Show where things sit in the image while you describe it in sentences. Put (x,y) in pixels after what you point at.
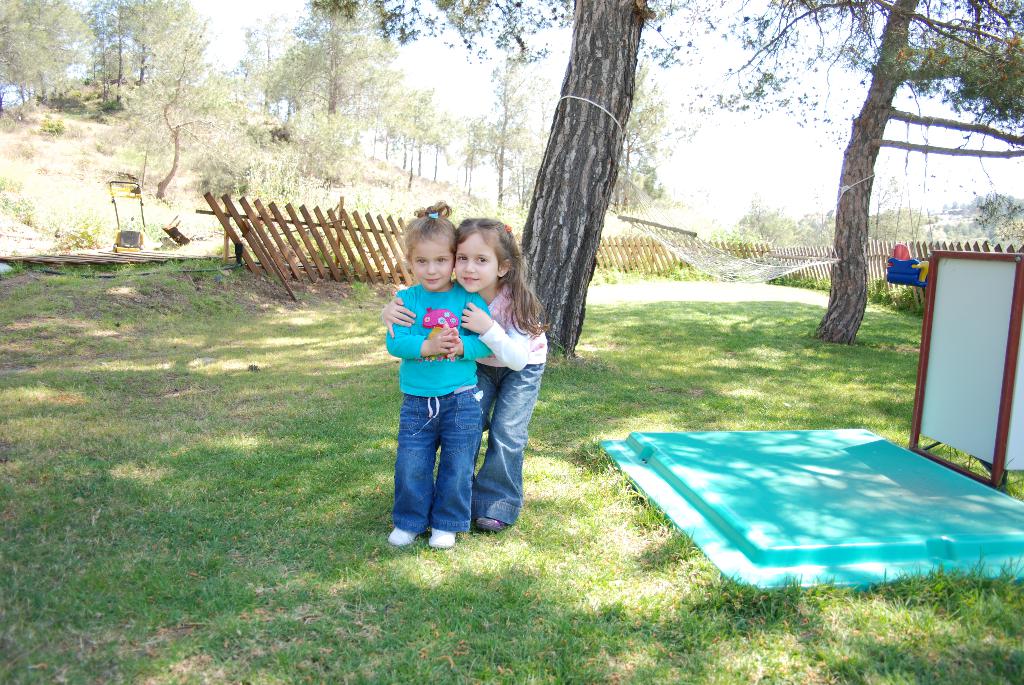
In the center of the image (454,421) we can see two girls (457,407) standing. There is a fence (738,265). In the background (495,135) we can see trees (741,70) and sky (700,72). On the right (940,335) there is an object (972,445). At the bottom (419,606) there is grass (427,622).
